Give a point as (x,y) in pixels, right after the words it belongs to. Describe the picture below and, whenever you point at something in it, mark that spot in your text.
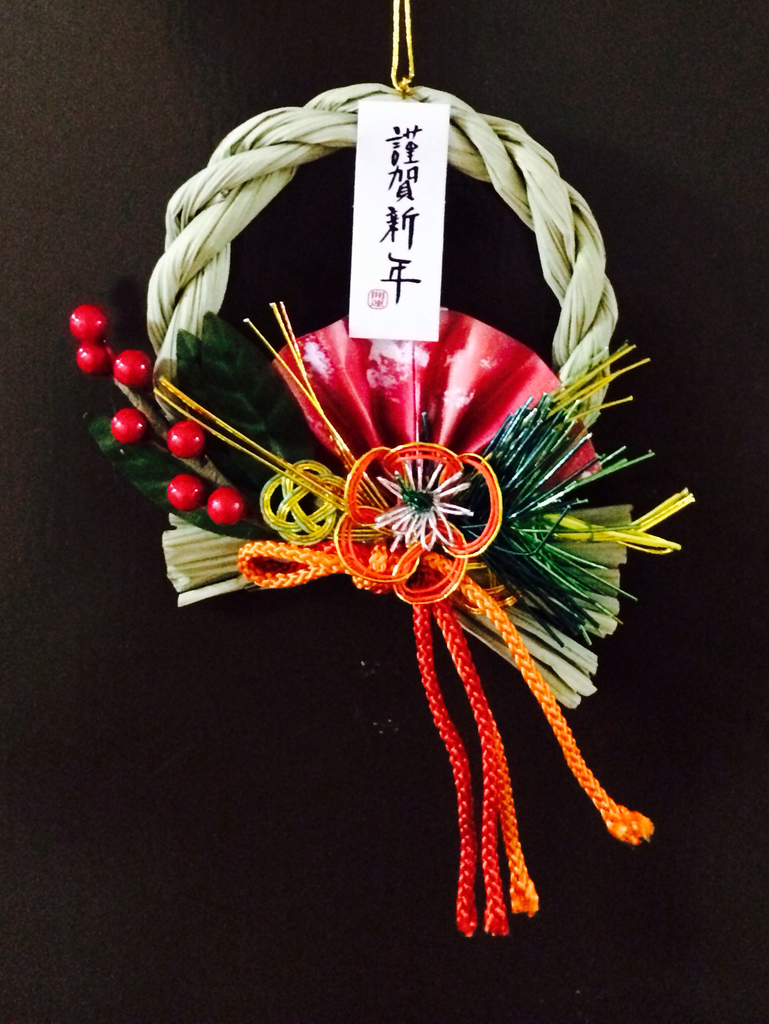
Background (700,860) portion of the picture is completely dark. In this picture we can see a colorful object (580,233). We can see there is something written on a white card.
